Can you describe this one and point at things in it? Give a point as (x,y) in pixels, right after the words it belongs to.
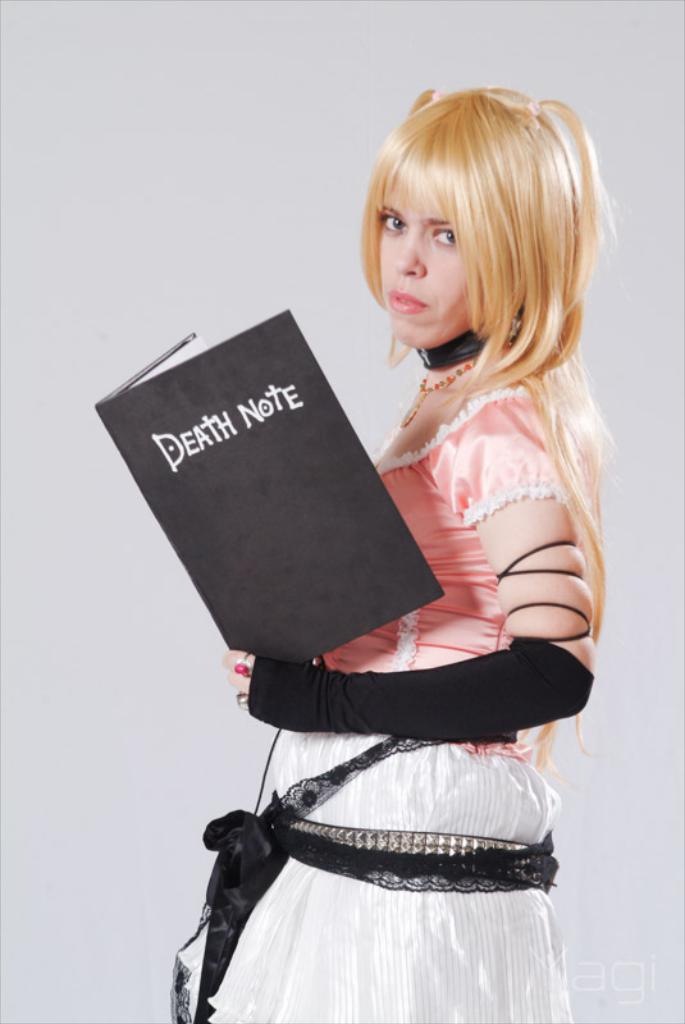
In this image there is a girl (503,565) who is holding the book (263,588).
